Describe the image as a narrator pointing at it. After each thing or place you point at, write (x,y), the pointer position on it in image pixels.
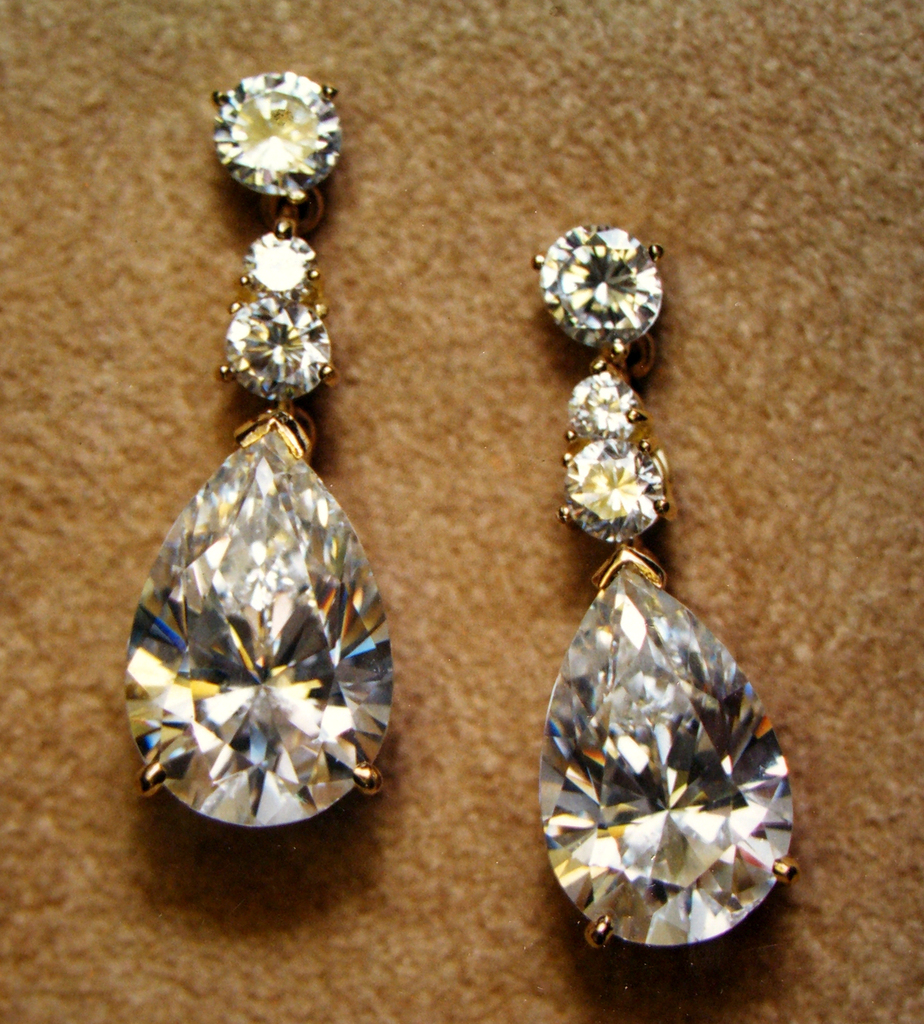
In this picture there are two diamond earrings (681,863) which are kept on the table (805,444) or carpet (744,490).
